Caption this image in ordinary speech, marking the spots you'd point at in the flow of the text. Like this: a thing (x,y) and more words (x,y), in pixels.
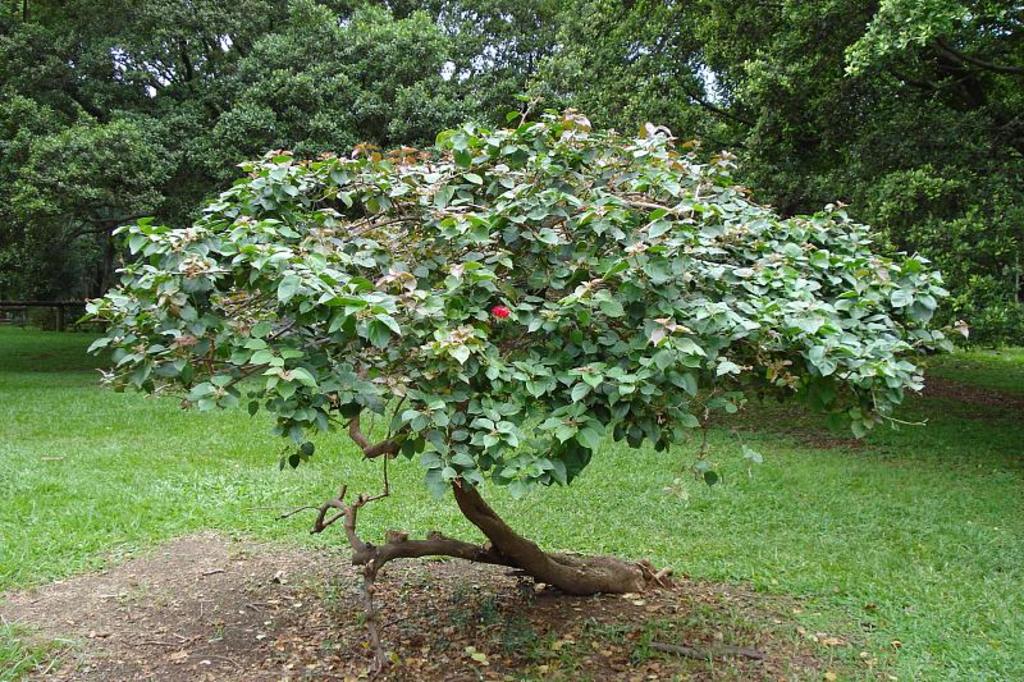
In this picture we can see a red flower (495,312) on a tree (512,428). There are dry leaves (306,643) and some grass (286,531) is visible on the ground (827,489). We can see a few trees (24,268) in the background (624,127).
